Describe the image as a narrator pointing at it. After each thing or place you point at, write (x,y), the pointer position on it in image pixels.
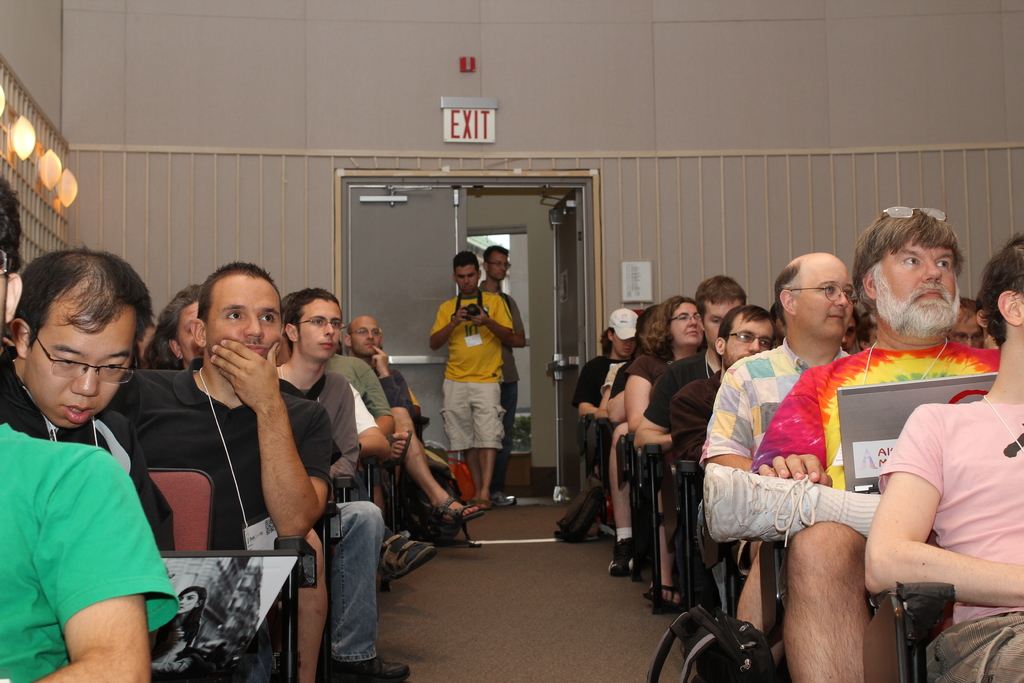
This picture is taken inside the room (747,264). In this image, on the right side (837,457), we can see a group of people (807,373) sitting on the chair (777,552). On the right side (724,617), we can also see a bag (654,675). On the left side (258,513), we can also see a group of people (342,419) sitting on the chair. In the background (460,284), we can see a man (438,322) wearing yellow color shirt (469,352) standing and holding a camera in his hand (481,322). In the background (481,285), we can also see a another person (497,256). In the background (427,251), we can see doors (575,285). On the left side (47,179), we can see few lights (19,133).
